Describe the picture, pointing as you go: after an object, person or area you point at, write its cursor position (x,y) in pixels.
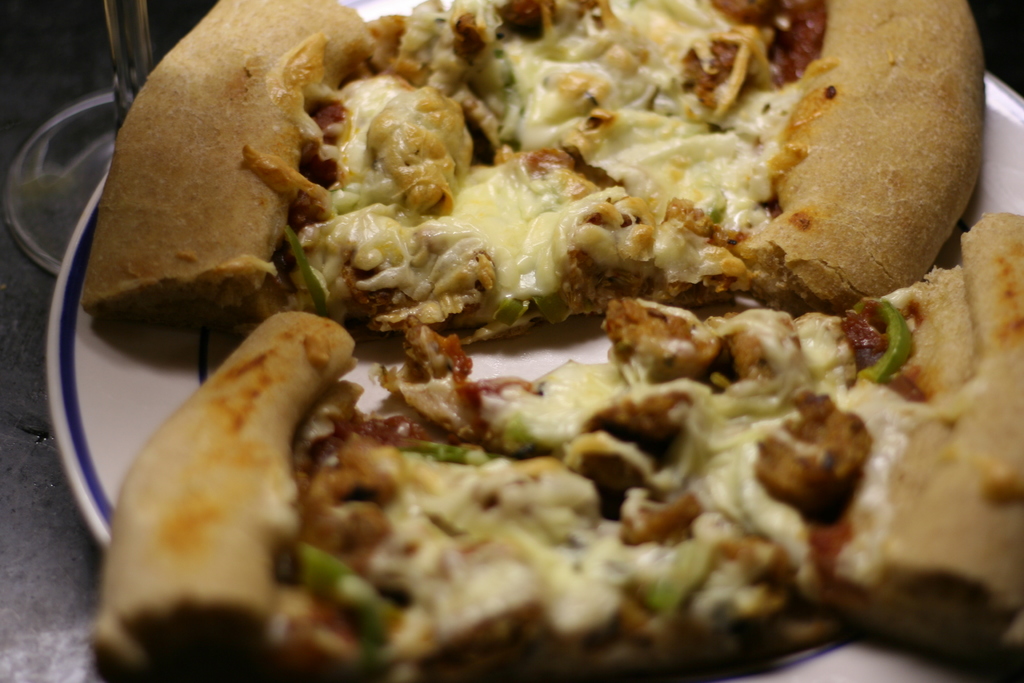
In this image we can see some food (482,284) in a plate (529,338) which is placed on the surface (40,533). We can also see a glass (115,105) beside it.
